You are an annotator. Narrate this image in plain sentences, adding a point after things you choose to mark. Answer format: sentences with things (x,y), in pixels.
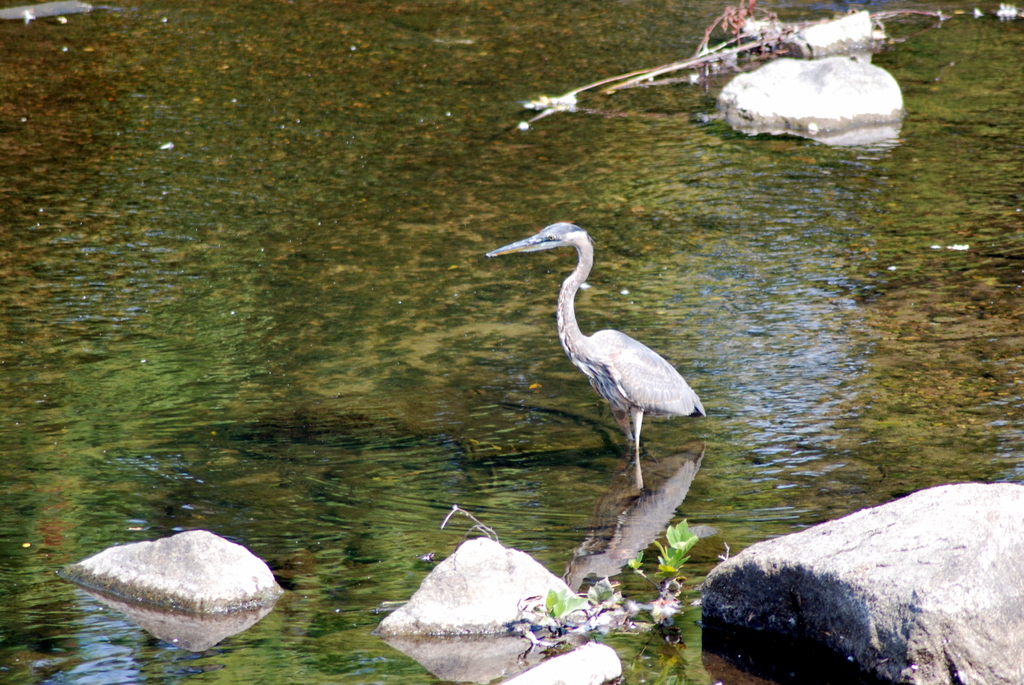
In this image there is water (579,313), there is a bird (580,361), there are plants (612,586), there are rocks (540,585) in the water (628,574), there is an object (754,44) towards the top of the image (716,36).
